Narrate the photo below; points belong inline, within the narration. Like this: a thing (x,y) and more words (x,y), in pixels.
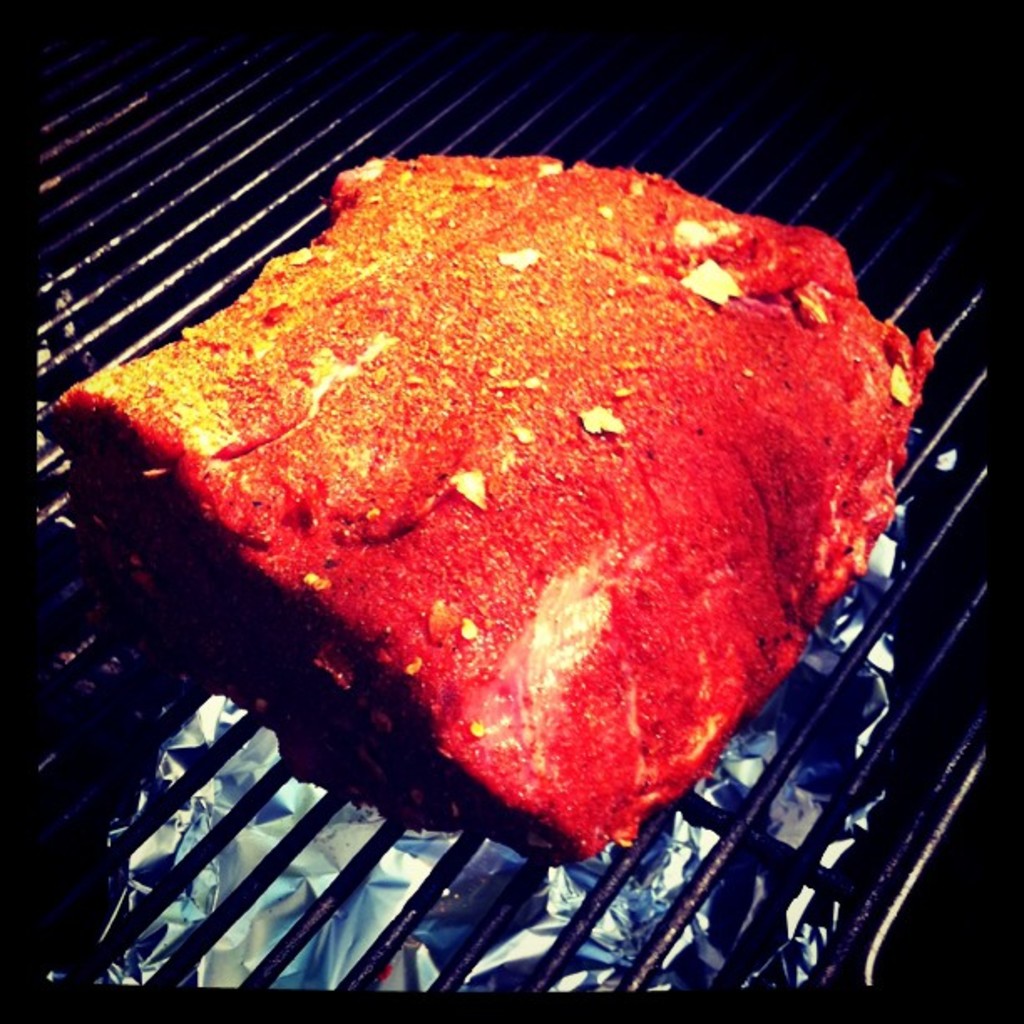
In this image there is a food (474,541) on the grill (821,753) which is in the center (361,403).
